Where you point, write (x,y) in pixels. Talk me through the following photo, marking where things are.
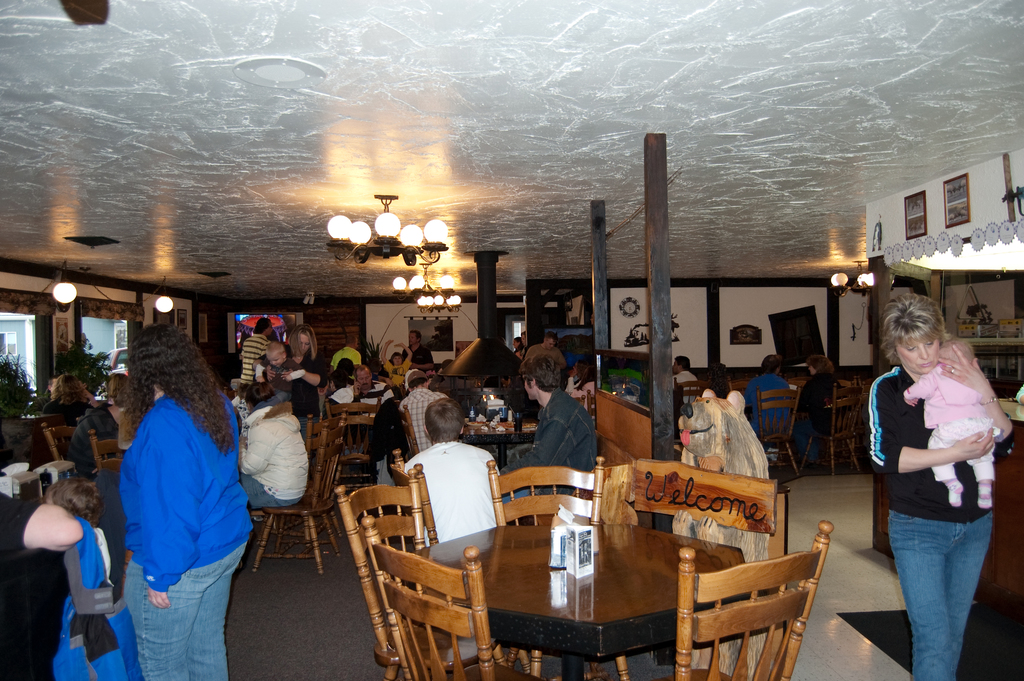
This image shows an inside view of a restaurant (810,492). There are many people (478,451) sitting on chairs (357,448) at the tables (529,543). There is a wooden animal (729,447) holding a welcome board (693,497) in its hand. To the right corner of the image (899,484) there is a woman (902,530) walking and holding a baby (947,407) in her hand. There are chandeliers (386,257) and lamps (65,277) to the ceiling (357,142). In the background (332,330) there is wall (337,316), plants (74,356) and picture frames (959,212).
